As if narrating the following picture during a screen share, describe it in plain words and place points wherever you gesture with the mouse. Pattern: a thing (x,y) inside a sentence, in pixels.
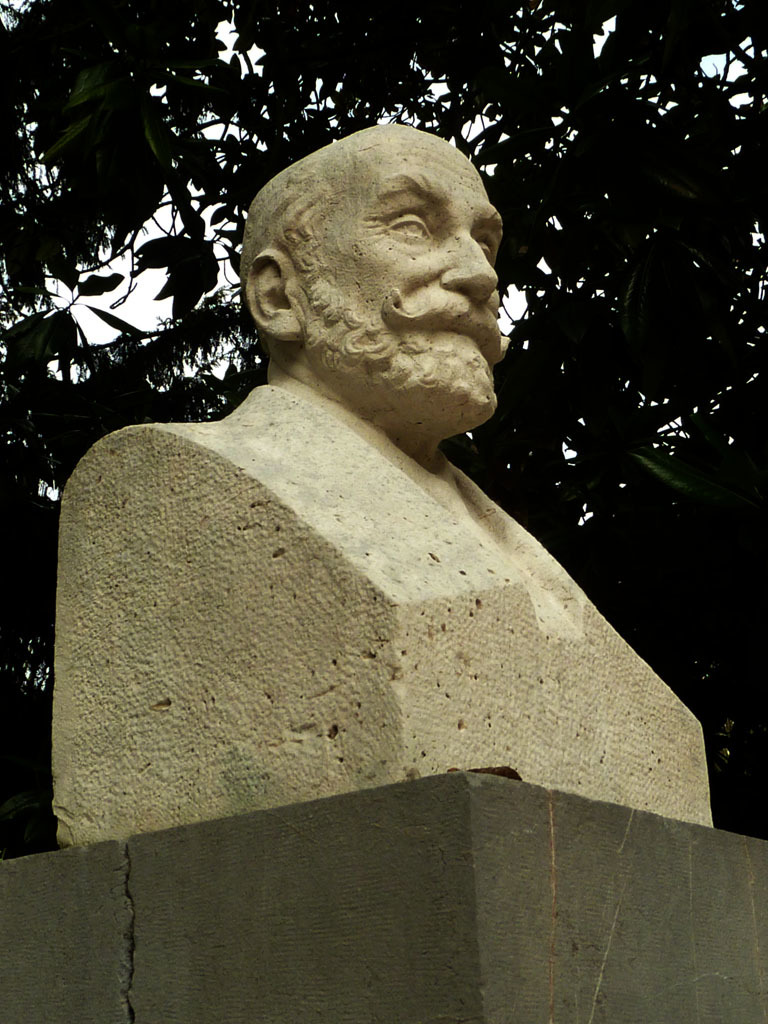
In this image in the front (380,733) there is a pillar (486,868) and on the top of the pillar (394,853) there is a statue (370,521). In the background (173,245) there are trees (633,284) and at the top (138,295) we can see sky (155,279).
